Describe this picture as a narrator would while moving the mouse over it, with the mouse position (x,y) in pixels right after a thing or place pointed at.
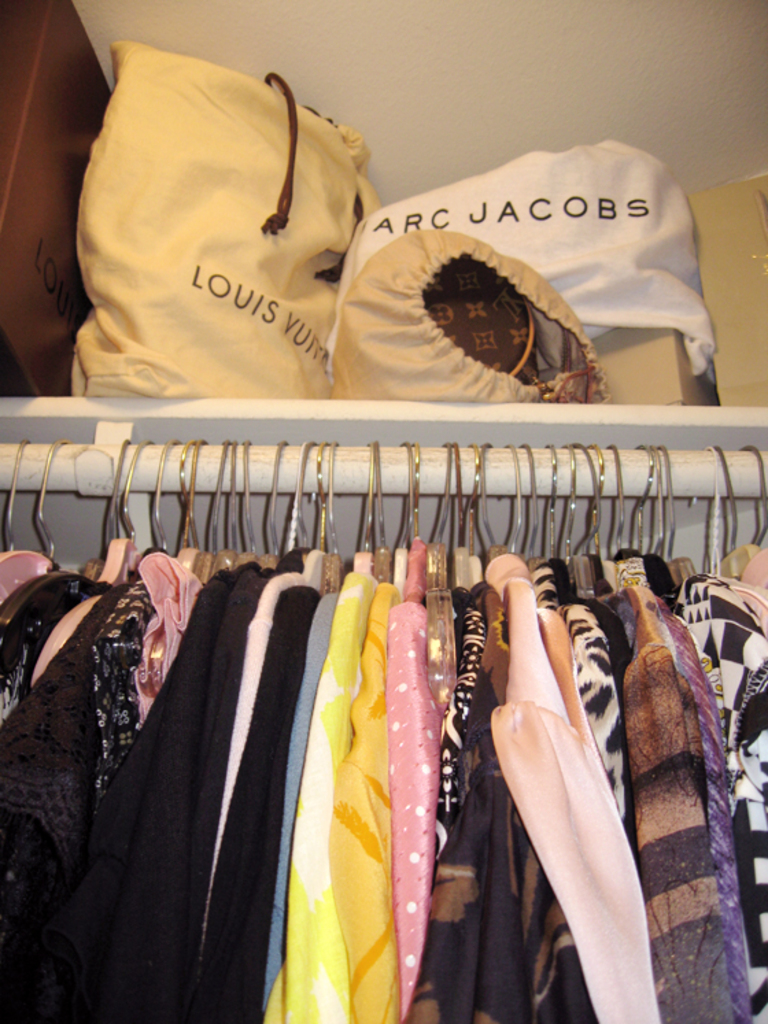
In this image I can see number of different colour of clothes (347,767). I can also see few bags (284,339) over here and on these bags (331,216) I can see something is written.
